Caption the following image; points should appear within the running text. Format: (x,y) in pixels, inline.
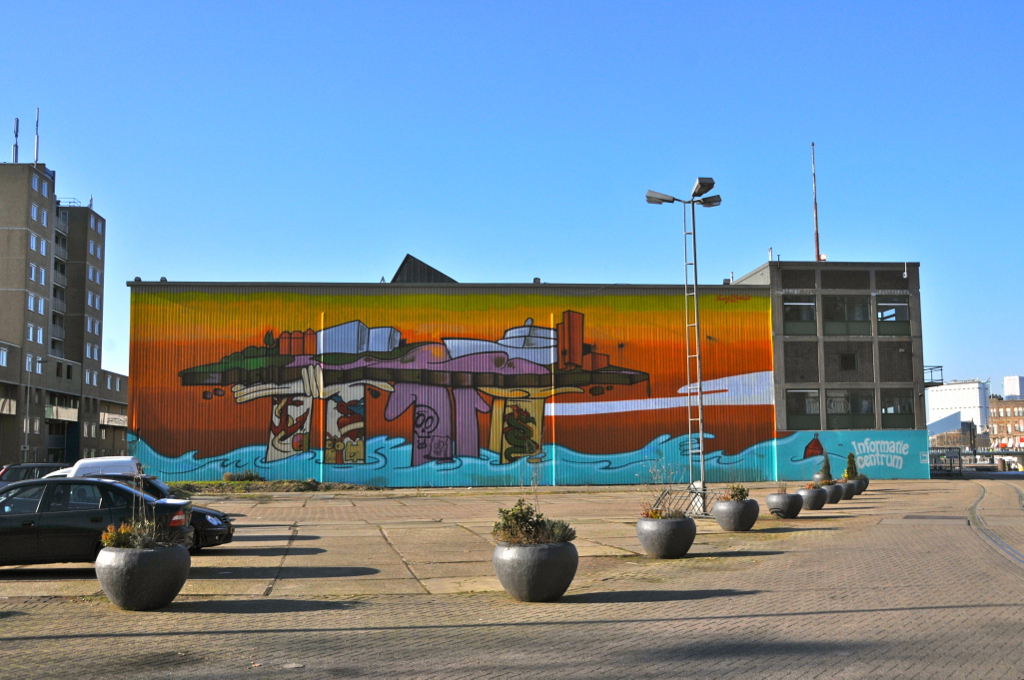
In this picture we can see buildings (605,357), poles (816,216), lights (660,198), cars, and plants (223,489). In the background (716,84) there is sky (967,110).
